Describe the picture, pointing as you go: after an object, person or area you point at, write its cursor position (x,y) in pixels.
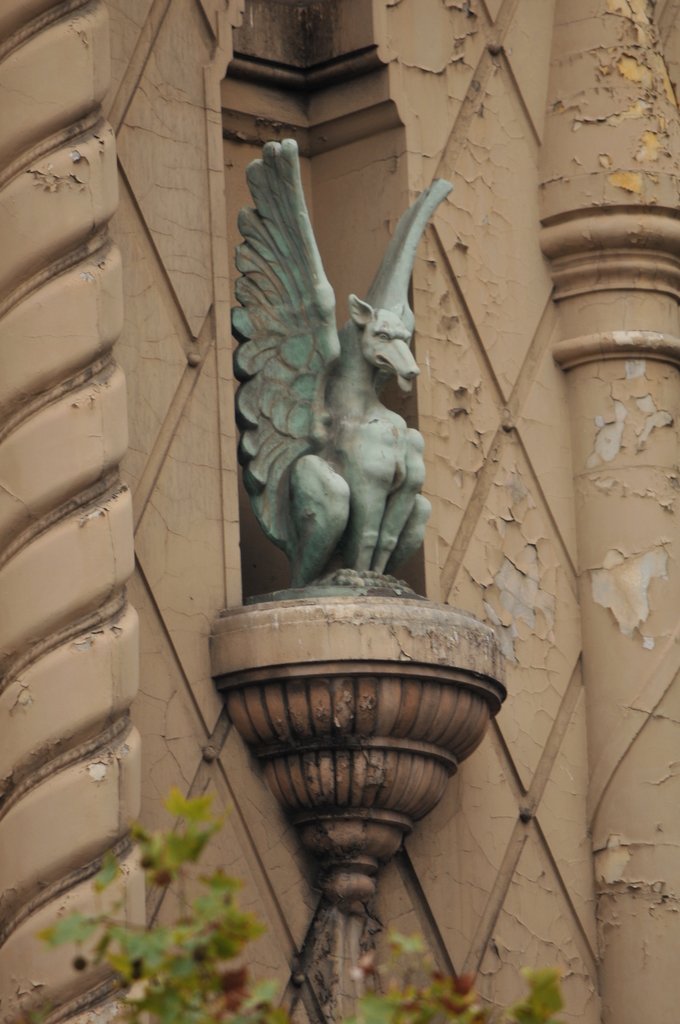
There is a depiction of a dragon (379,331) in the middle of this image (363,471). There are some leaves (171,933) of a tree (254,997) at the bottom of this image (178,993).
